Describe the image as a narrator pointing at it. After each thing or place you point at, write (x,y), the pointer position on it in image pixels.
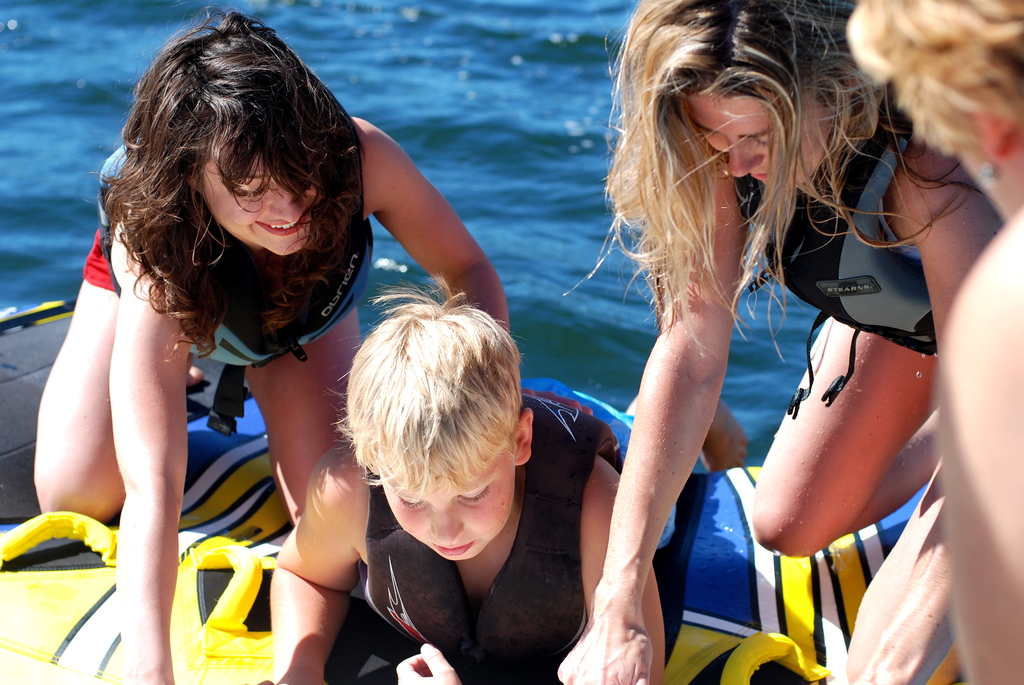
In the image we can see there are three people (641,442) wearing a life jacket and they are on a tube (204,538). Here we can see water (510,110).
